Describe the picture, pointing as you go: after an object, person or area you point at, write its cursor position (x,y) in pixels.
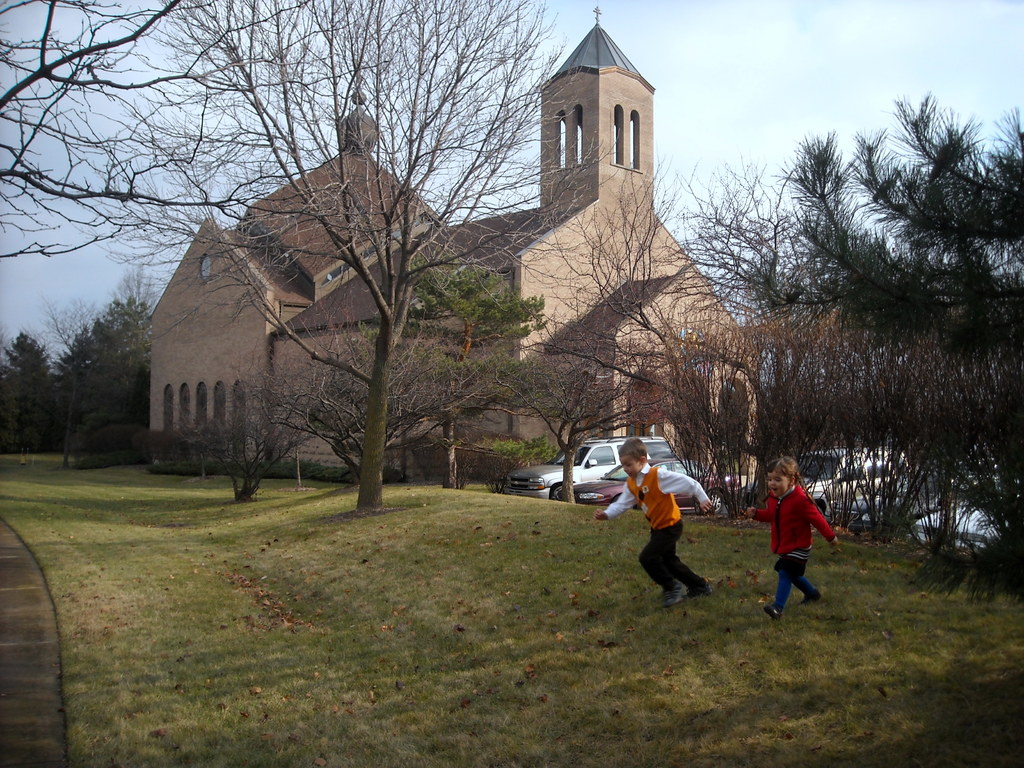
There are two children (778,538) running on the grass (535,666). There are vehicles (968,532) and trees (645,417). In the back (223,314) there is a building (572,273) with arches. In the background (761,107) there is sky (761,107).
